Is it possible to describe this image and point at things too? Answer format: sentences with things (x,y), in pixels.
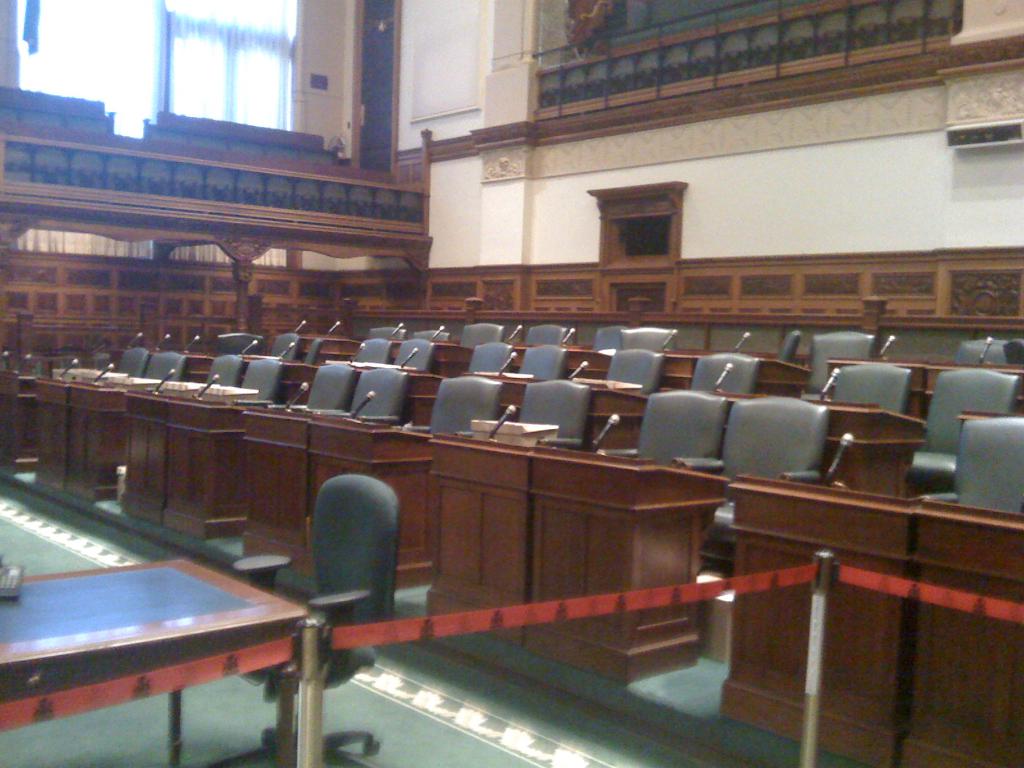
In this image we can see the wooden podiums (121,429) on the floor (80,538). Here we can see the microphones (72,364) on the wooden podium (638,429). Here we can see the chairs (677,439) in front of the wooden podiums (858,414). Here we can see the table (219,598) and a chair (359,567) on the floor (400,591). Here we can see the fence (489,625).
